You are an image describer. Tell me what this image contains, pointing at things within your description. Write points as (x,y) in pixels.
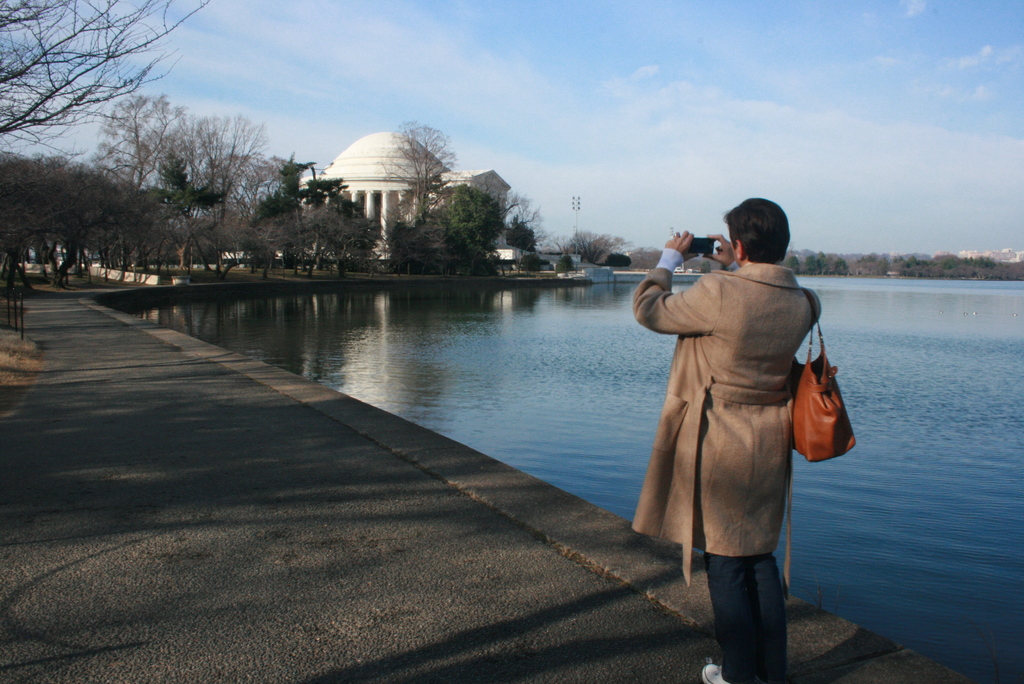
In this image I see a person (776,442) over here who is standing and I see that this person (681,257) is holding a electronic device (698,248) in hands (687,236) and I see the bag (827,384) over here and I see the path (244,379) and I see the water (455,350). In the background (318,184) I see number of trees (436,250) and I see a building (392,176) over here and I see the clear sky (459,85).
